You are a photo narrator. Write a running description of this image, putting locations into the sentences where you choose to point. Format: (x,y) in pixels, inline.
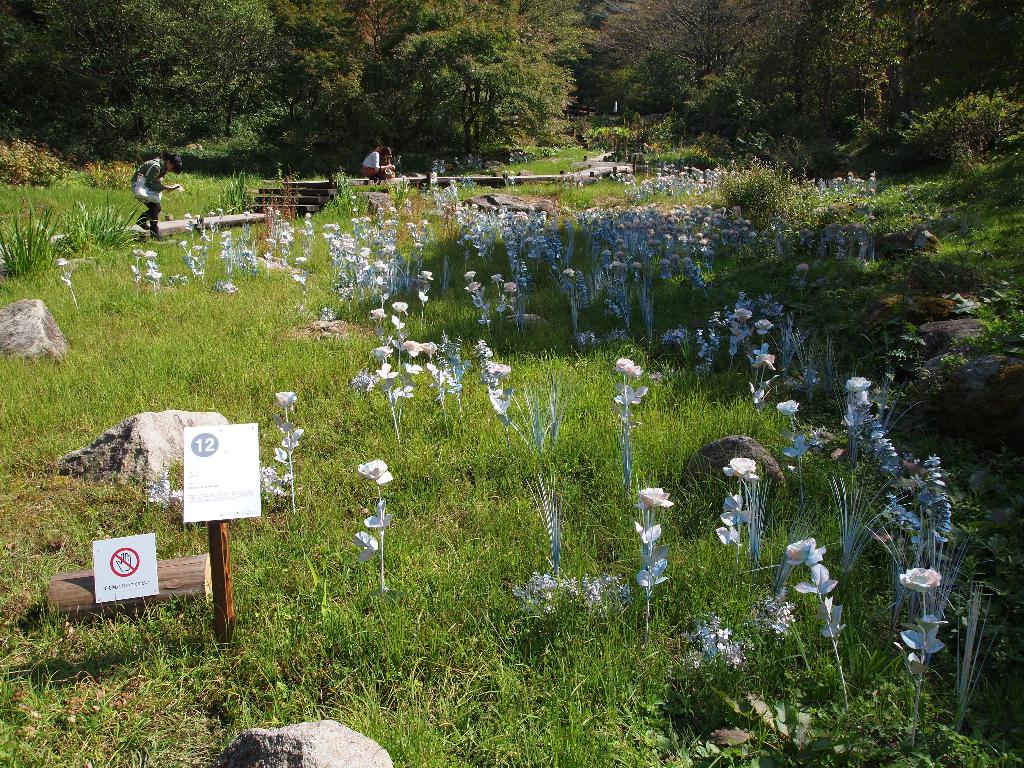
In the picture I can see the flowers (337,241) and green grass (594,548). I can see a small wooden pole (219,578) and wooden block (174,565) on the left side (206,561). I can see a number display board (207,509) and a caution board (148,559) on the left side (149,543). There is a woman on the left side (150,176) and she is carrying a handbag (141,186). I can see the rocks (180,456) on the grass (418,188). In the background (114,7), I can see the trees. I can see the wooden walkway (578,162).
